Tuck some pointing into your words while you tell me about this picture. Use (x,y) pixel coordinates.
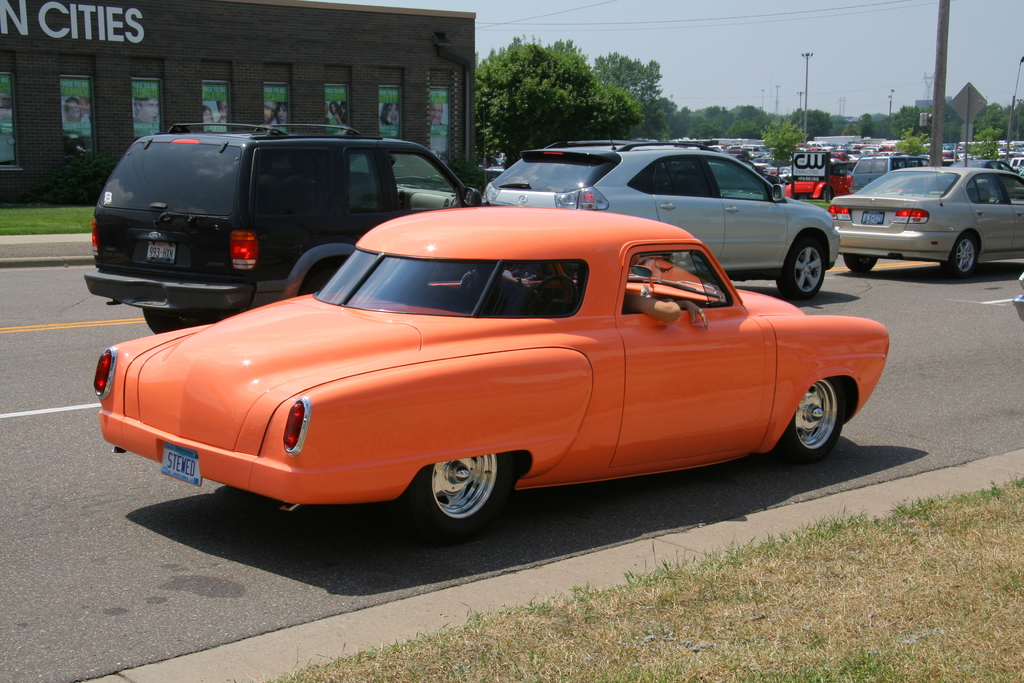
In this image we can see a group of vehicles (650,259). Behind the vehicles (748,259) we can see plants (924,150), trees (655,119), poles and a building (472,66). On the building (103,78) we can see the text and banners (204,121) with images (84,112). At the top (705,43) we can see the sky (726,38) and the wires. At the bottom (686,598) we can see the grass (604,647).
